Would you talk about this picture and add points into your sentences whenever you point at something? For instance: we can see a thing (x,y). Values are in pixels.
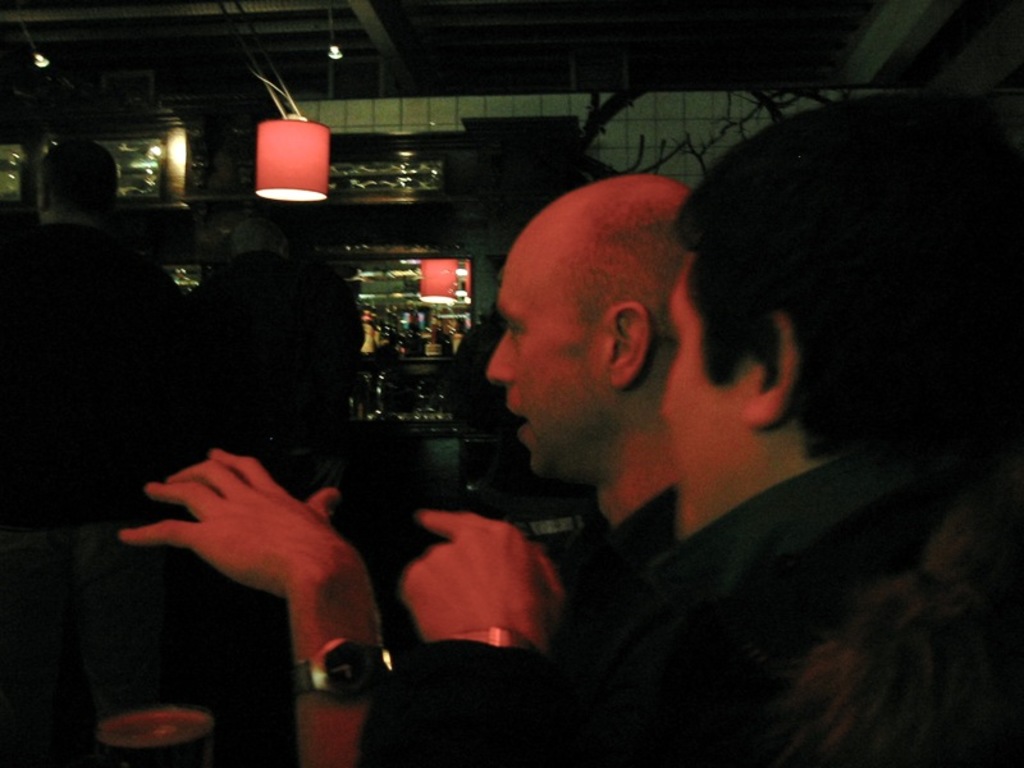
In this image I can see few people (354,590) and few lights (465,298) in the centre (432,283). I can also see number of bottles (386,322) in the background (460,339) and I can see this image is little bit in dark.
